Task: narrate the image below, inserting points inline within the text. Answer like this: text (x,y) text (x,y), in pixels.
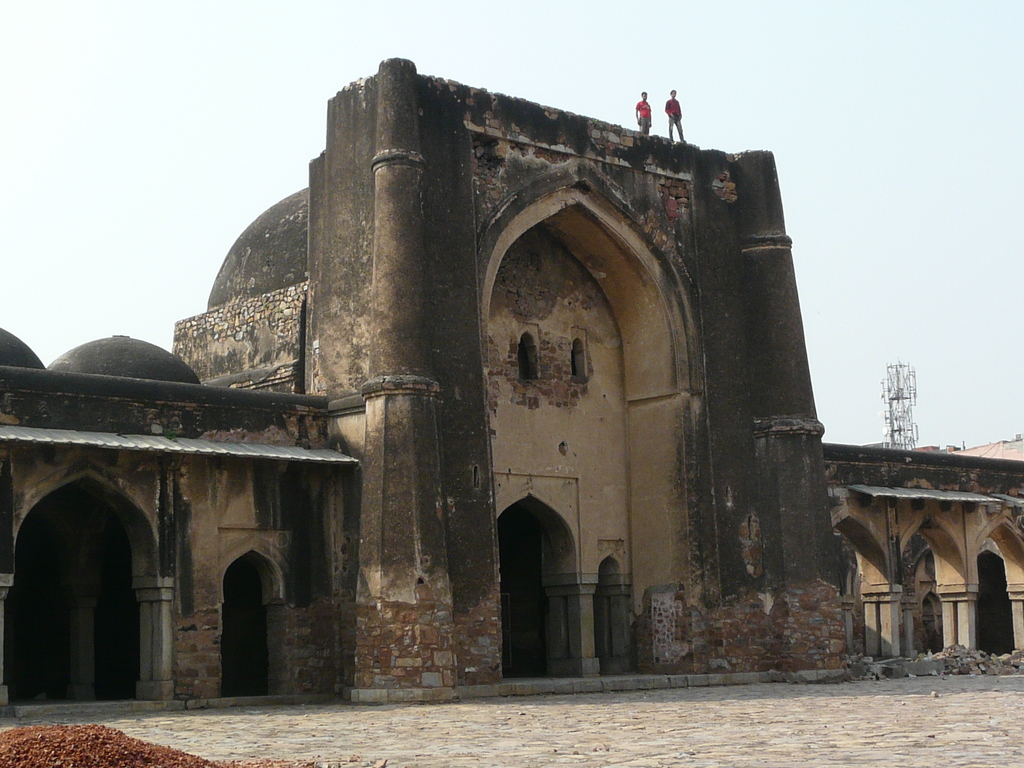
In this picture we can see an old architecture building (542,441) and on the building (630,254) there are two people (671,113) standing. Behind the building (890,465), it looks like a transmission tower (895,409) and the sky (913,302).
